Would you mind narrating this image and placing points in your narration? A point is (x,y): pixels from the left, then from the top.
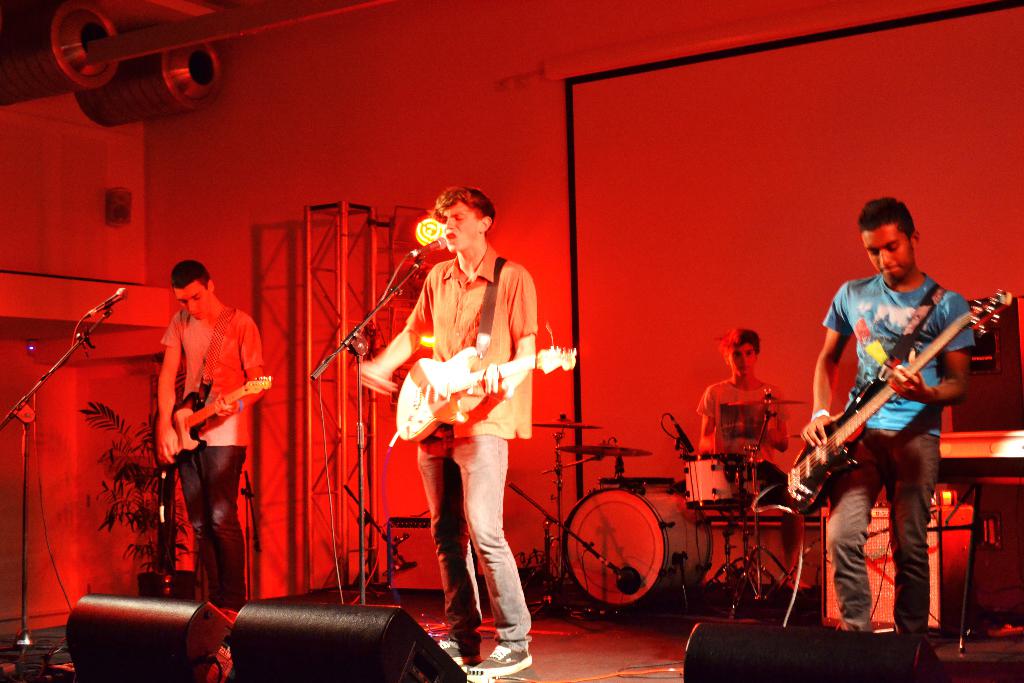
It is a music concert there are total four people (531,432) in the picture, three of them are standing and playing the guitar (479,376) and the person (486,480) standing in the middle (520,413) is singing a song. Behind the three people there is another person (724,395) sitting at the back of the band (709,468) and playing drums (667,504), there is a red light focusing on the stage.
